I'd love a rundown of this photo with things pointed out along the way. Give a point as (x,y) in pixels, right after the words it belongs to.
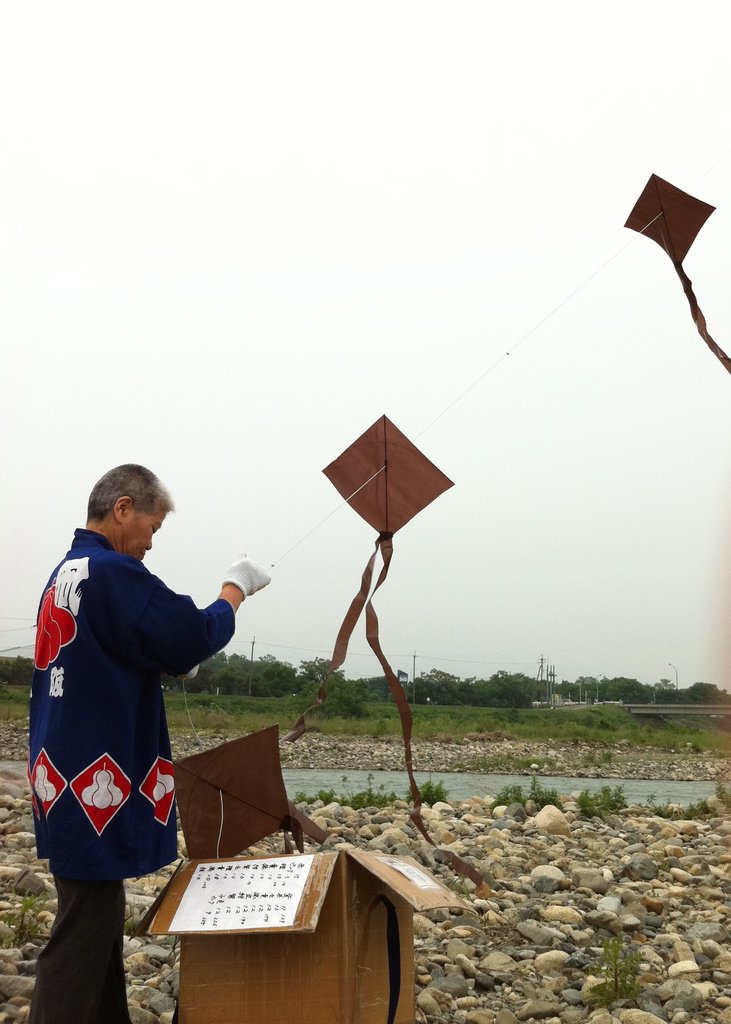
In this image I can see a person (123,635) wearing blue, red and white colored dress (97,684) is standing and holding a rope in his hand (259,576). I can see a cardboard box (295,947) which is brown in color on the ground (605,770) and few items (366,468) which are brown in color flying in the air (547,414). I can see some grass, few stones (527,810), the water (485,792), few trees (412,702) and few poles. In the background (534,673) I can see the sky (294,379).
